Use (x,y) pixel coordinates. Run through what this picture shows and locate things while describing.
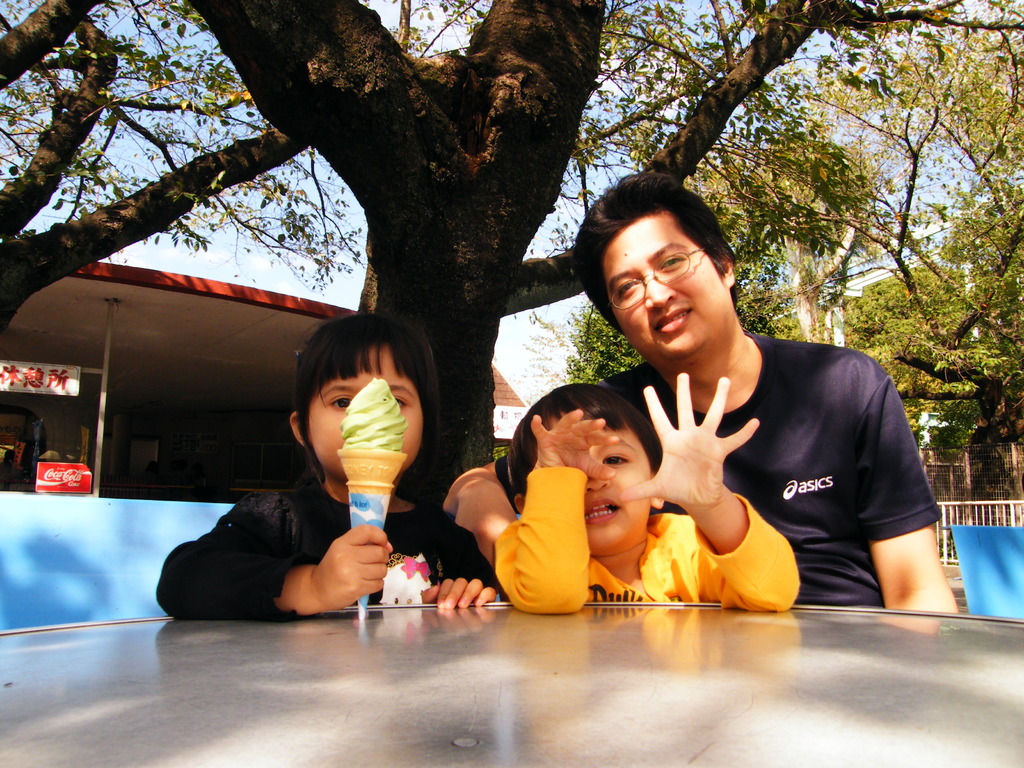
In this image there are three persons (910,431) sitting on the chair (128,596). In front of them there is a table (690,647). At the background (832,95) there are trees (732,163) and buildings (146,360). At the top (215,242) there is sky (254,258).
